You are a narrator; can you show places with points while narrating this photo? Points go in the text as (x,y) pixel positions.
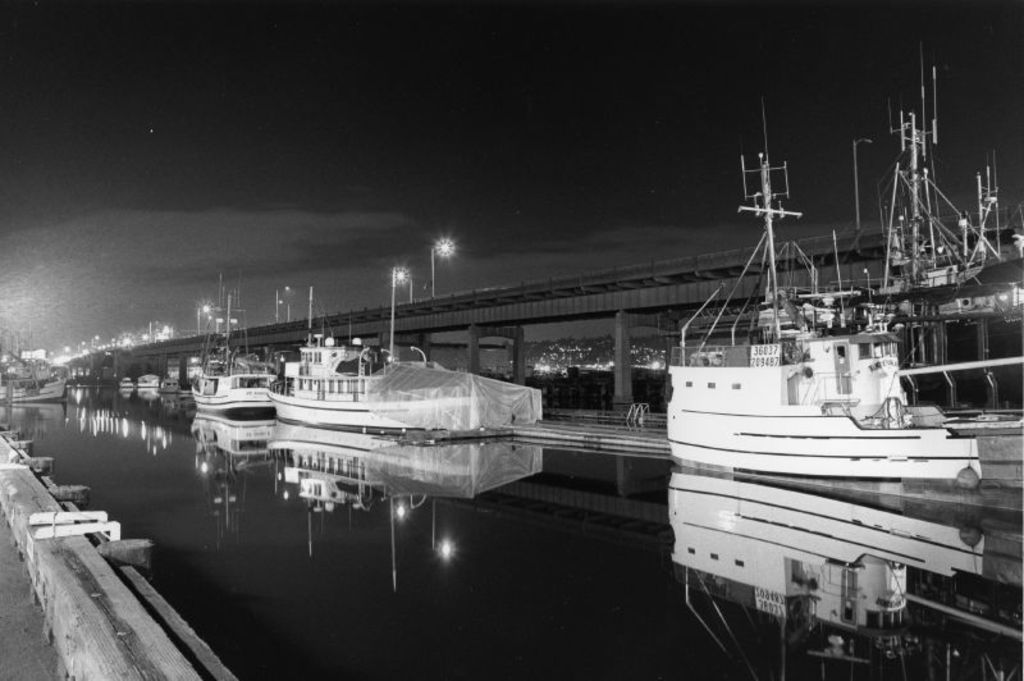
This is a black and white image. In this image there is water (412,604). There are boats (261,414) on the water (655,513). Near to that there is a bridge (200,342) with light poles (392,325) and pillars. In the background (318,111) there is sky (330,137).
